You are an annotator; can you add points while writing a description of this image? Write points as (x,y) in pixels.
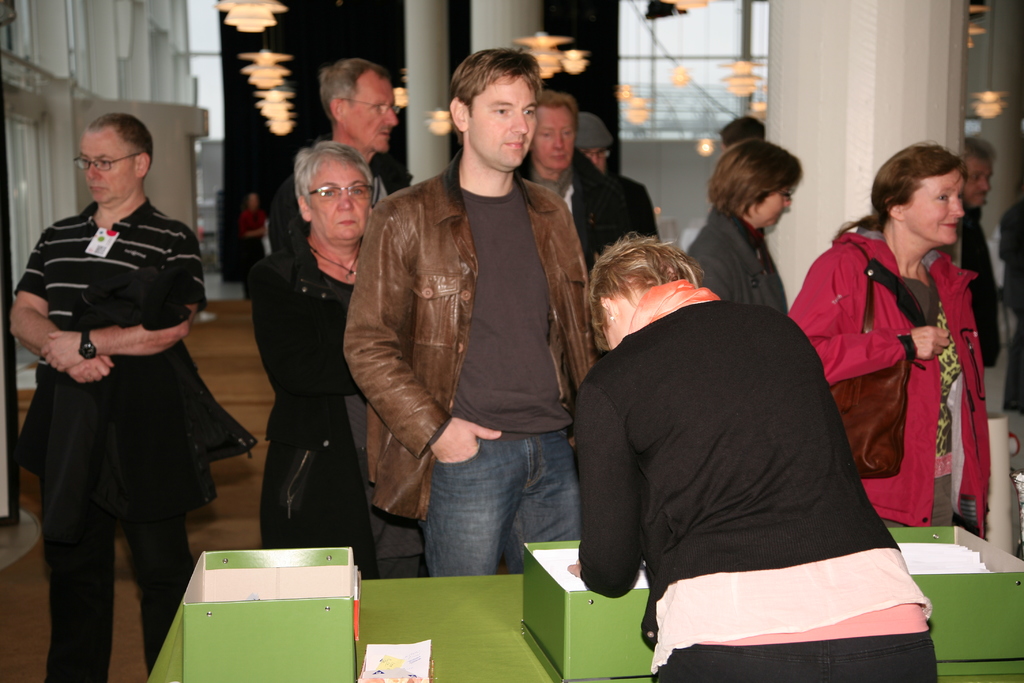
In this image, we can see people (736,218) wearing clothes (473,302). There is a table (477,610) at the bottom of the image (491,624) contains boxes (987,554). There is a pillar (860,113) in the top right of the image (841,105). There are lights (271,23) at the top of the image (737,94).
